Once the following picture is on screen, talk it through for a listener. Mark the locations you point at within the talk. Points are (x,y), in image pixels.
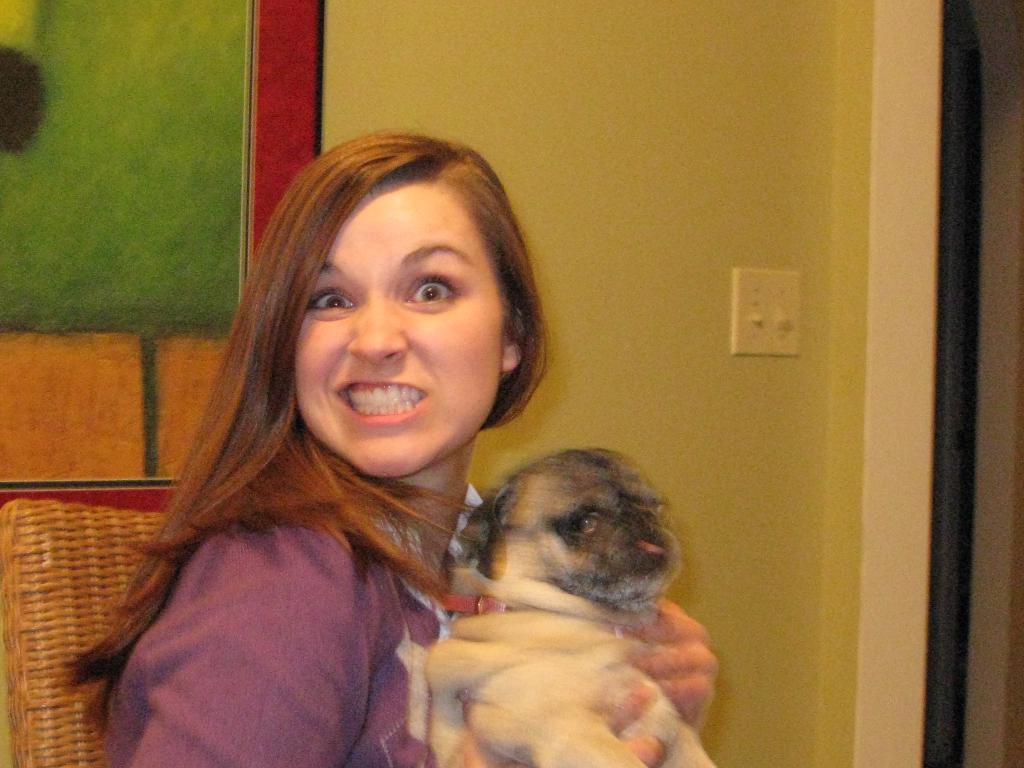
In this image I can see a girl (489,418) is holding a dog (595,563).
